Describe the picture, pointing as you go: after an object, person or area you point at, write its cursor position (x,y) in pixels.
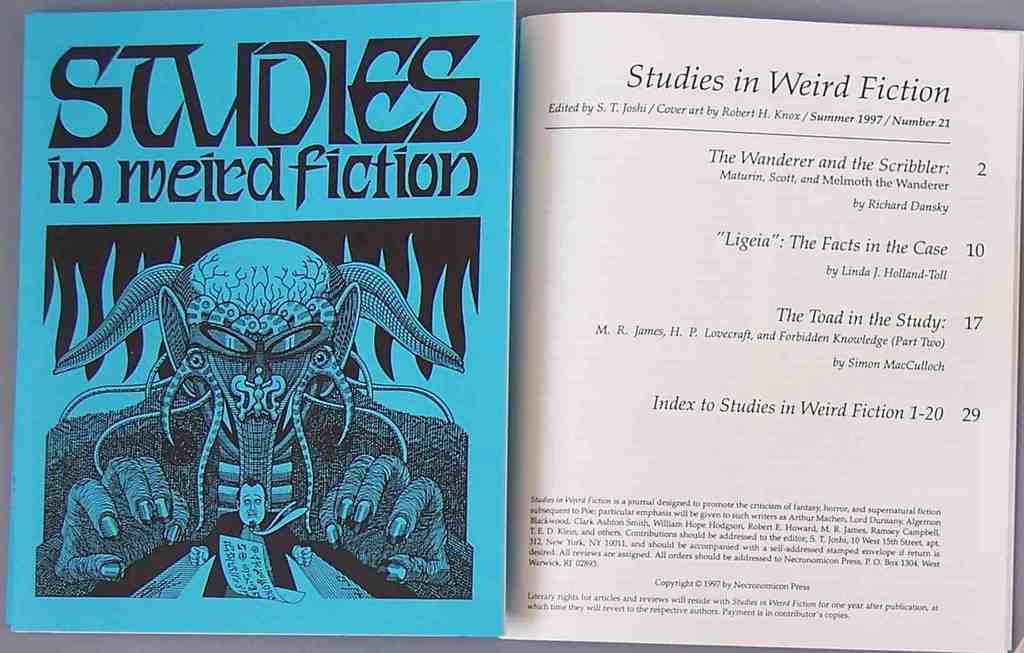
It is a book (456,334) in the left side (150,278) it is in the shape of a rectangle, it is in blue color.
